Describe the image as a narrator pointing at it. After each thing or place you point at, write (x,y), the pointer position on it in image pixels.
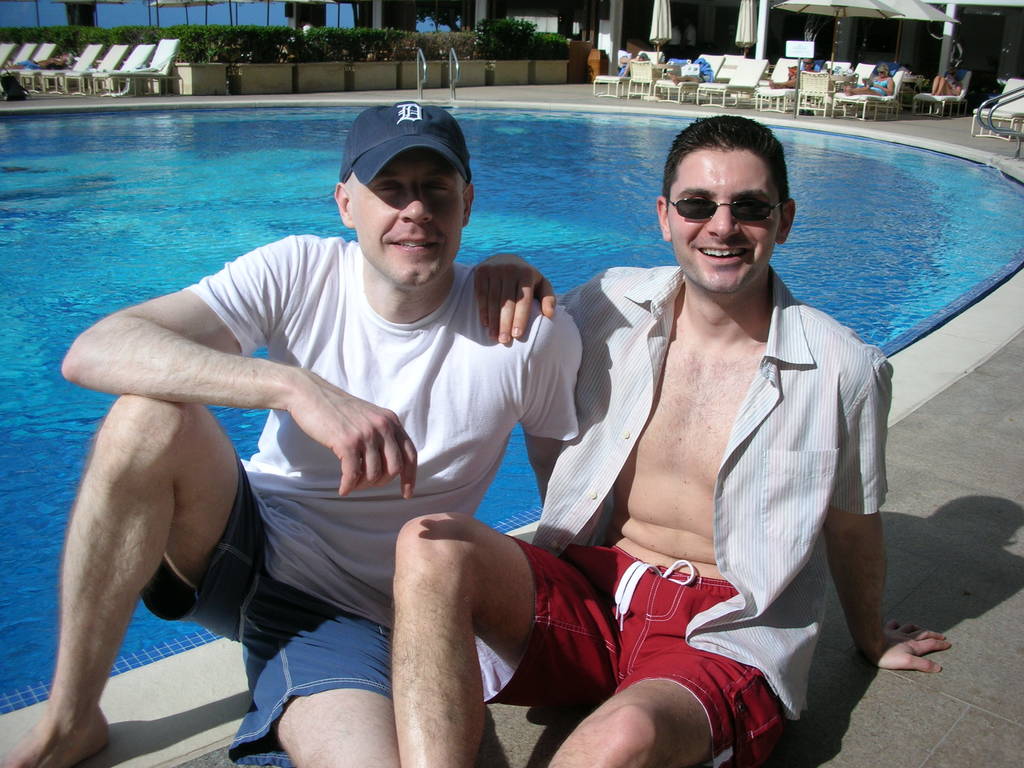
In the image we can see the people (654,478) sitting in the front (419,351) are laughing. The first person (413,267) is wearing a white color shirt (417,358) and a cap (432,139) and the second person (770,258) is wearing goggles (752,207). Beside these two persons (670,450) there is a swimming pool (508,232) and behind, there are some chairs (737,67) and some plants (491,48). In these chairs (859,77) there are some people (809,61) sitting.
